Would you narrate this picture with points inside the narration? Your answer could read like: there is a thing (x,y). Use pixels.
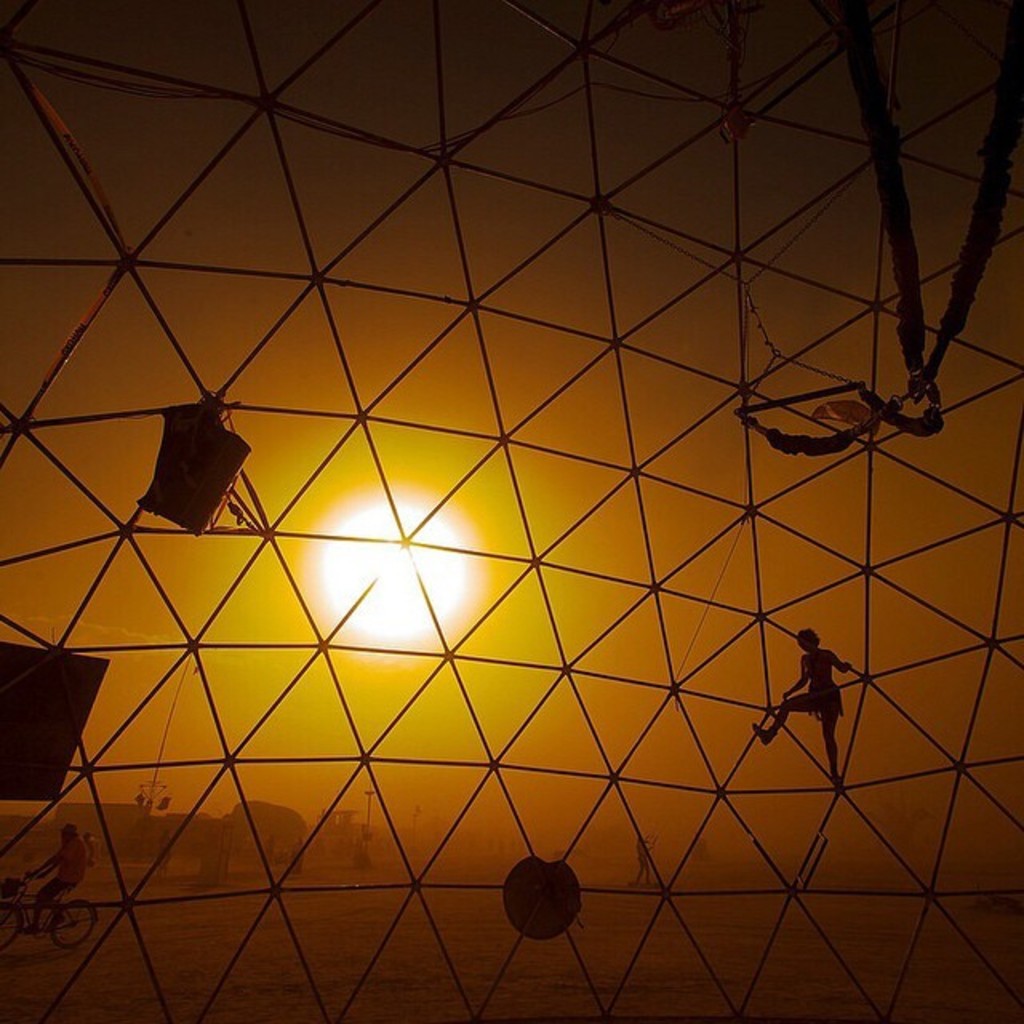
In this image we can see there is a mesh (451,659). Through the mesh (368,649) we can see people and objects (340,825). There is sun (404,627).
